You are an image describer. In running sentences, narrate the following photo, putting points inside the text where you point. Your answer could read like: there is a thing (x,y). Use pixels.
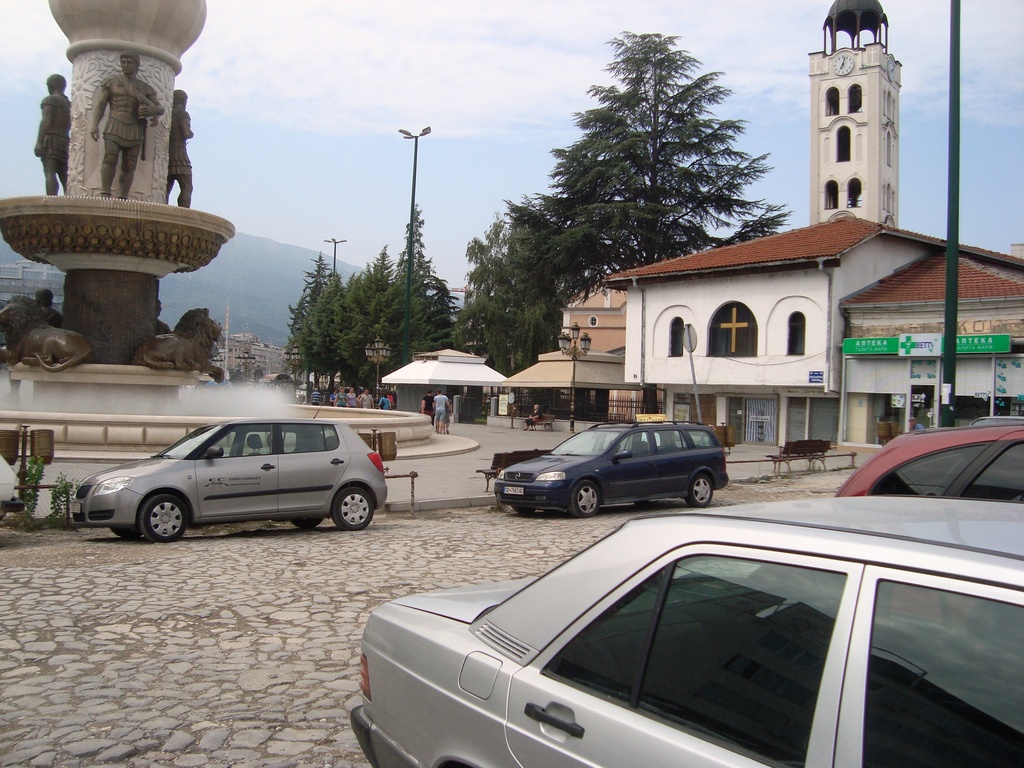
In this image we can see some vehicles (658,571) parked on the road (222,675). Image also consists of a monument (125,202) and also buildings (860,255) and trees (588,204) and also poles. There is also mountain (270,261) in this image. We can also see a sky (460,71) with clouds (377,102).
